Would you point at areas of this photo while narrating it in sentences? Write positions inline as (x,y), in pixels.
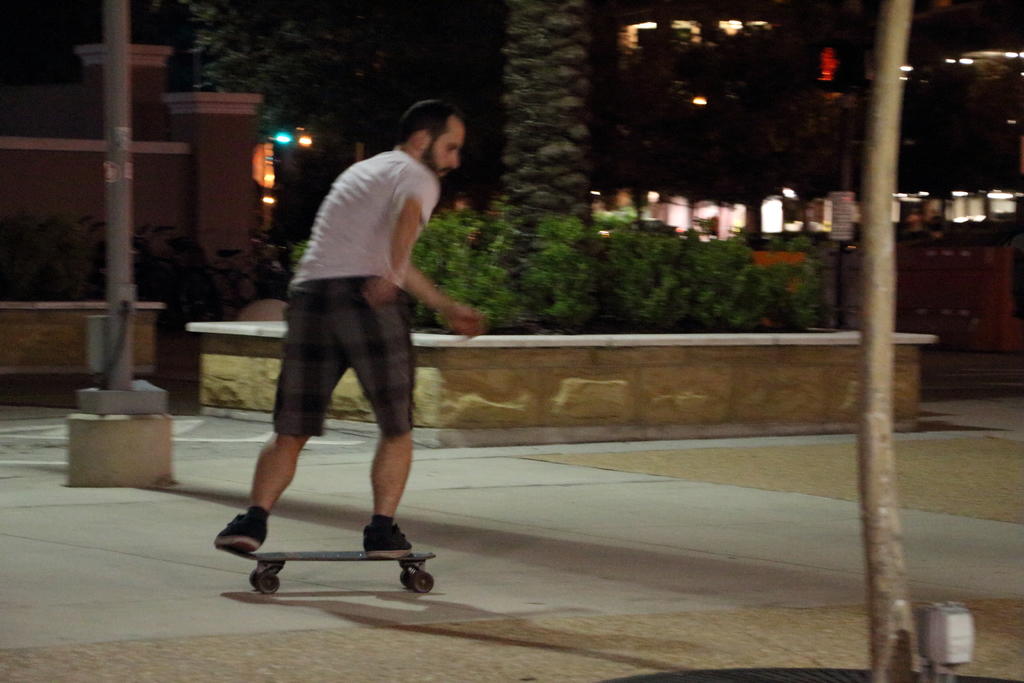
In this image I see a man (344,187) who is wearing a t-shirt (385,199) and shorts (341,349) and he is on this skateboard (361,558) and I see the path (1001,642) and I see a pole (110,41) over here and I see few plants (604,275) over here and I see that it is a bit dark in the background (664,65) and I see the lights (771,207).
